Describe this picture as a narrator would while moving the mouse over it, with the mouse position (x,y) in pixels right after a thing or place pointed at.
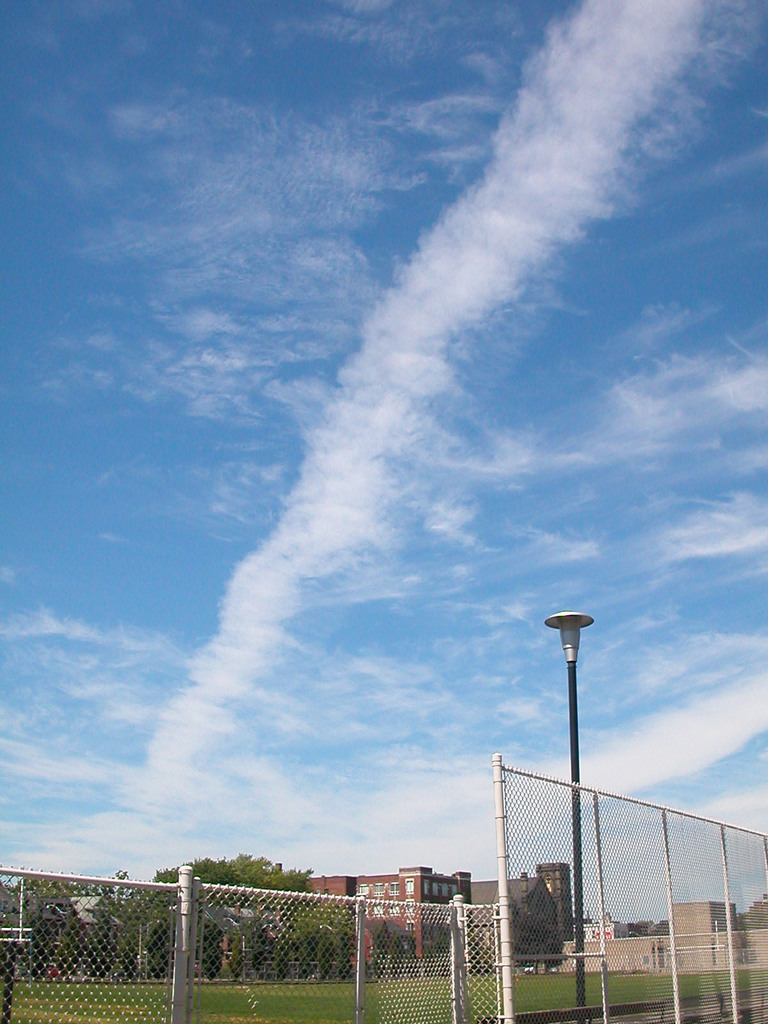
This is the picture of a place where we have a fencing (259,903) on the grass floor (370,1010) and to the side there is a pole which has a light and some houses (442,893) and trees (442,968) around.
